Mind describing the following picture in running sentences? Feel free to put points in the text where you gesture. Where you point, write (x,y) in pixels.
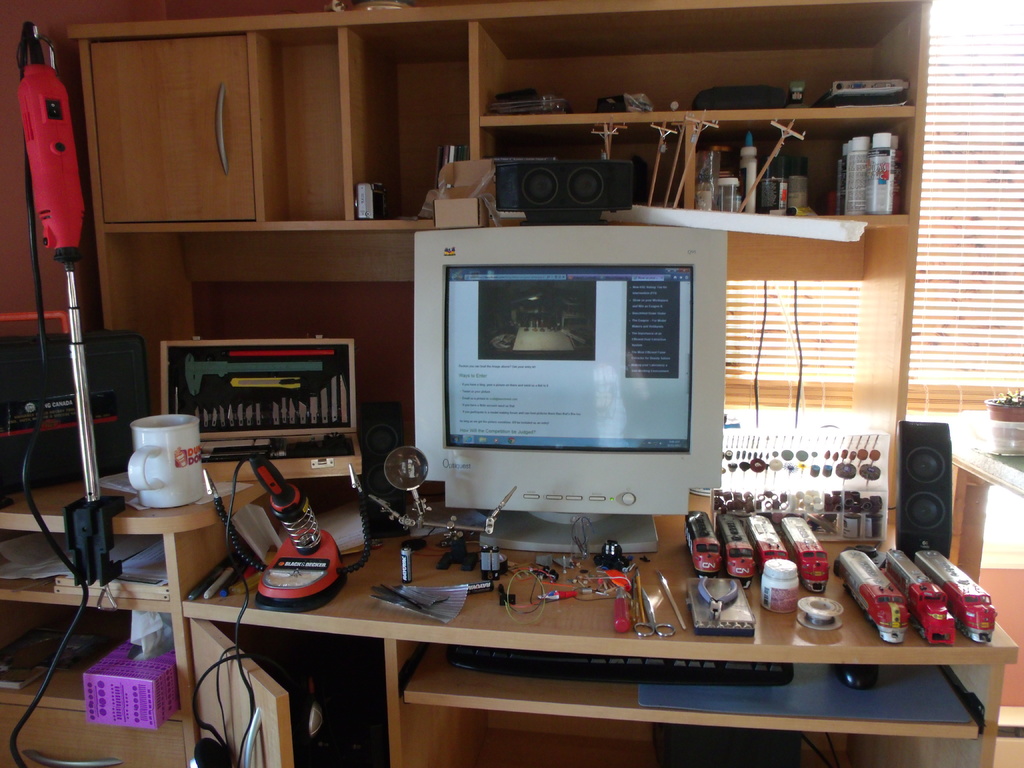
In this image in the center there is table (474,596) and on the table (695,622) there is a monitor (509,409), there are toys (780,551), there is a cup (160,469) and there is an equipment (299,578) and under the table (444,665), there is a keyboard (642,675), there is a mouse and there is a CPU (307,717) and there are wires (206,671) and on the top of the monitor (548,235) there is an object (565,210) which is black in colour and on the wall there is a wardrobe (559,122) and in the wardrobe (629,119) there are objects (878,169) which are black and white in colour. In the background (980,183) there is a window (993,252). On the right (1002,458) there is a table (1003,458), on the table (1009,469) there is a pot (1015,431) and there is a speaker (949,494) on the table (895,567) which is in the center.
